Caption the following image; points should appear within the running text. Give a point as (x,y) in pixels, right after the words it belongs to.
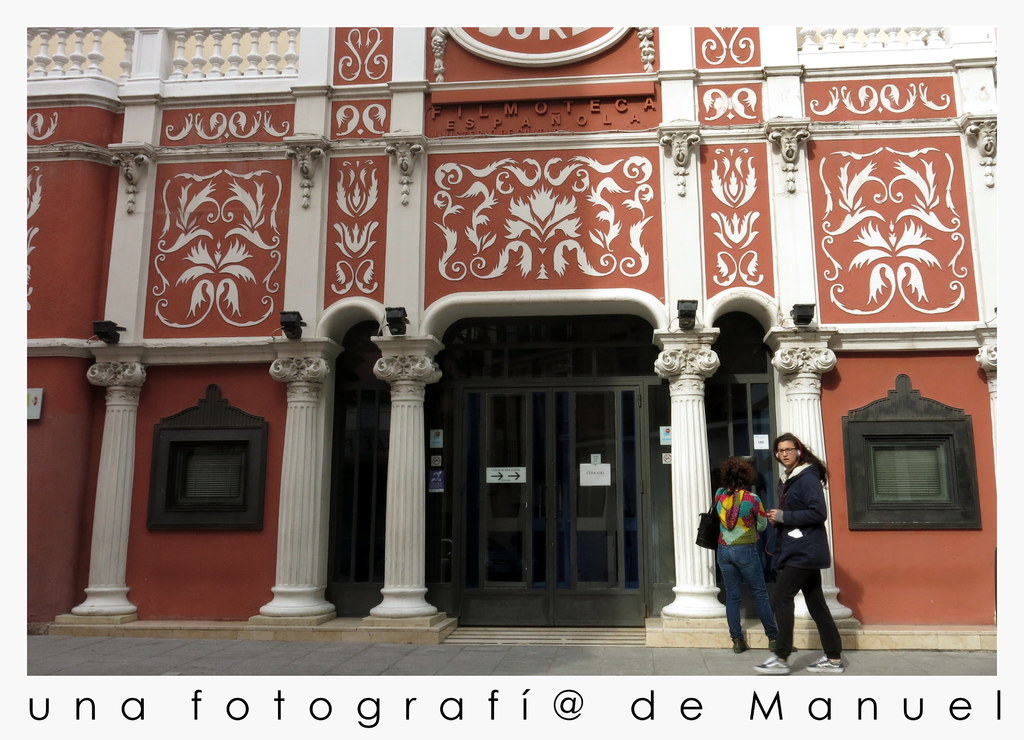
In this image, we can see a house (480,261) with pillars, walls (984,536), doors (368,599), windows (246,504). Here we can see some posters (520,477). Right side of the image (742,561), we can see two people (793,545). Here a person (798,575) is walking. At the bottom of the image (621,703), we can see some text (470,699).
